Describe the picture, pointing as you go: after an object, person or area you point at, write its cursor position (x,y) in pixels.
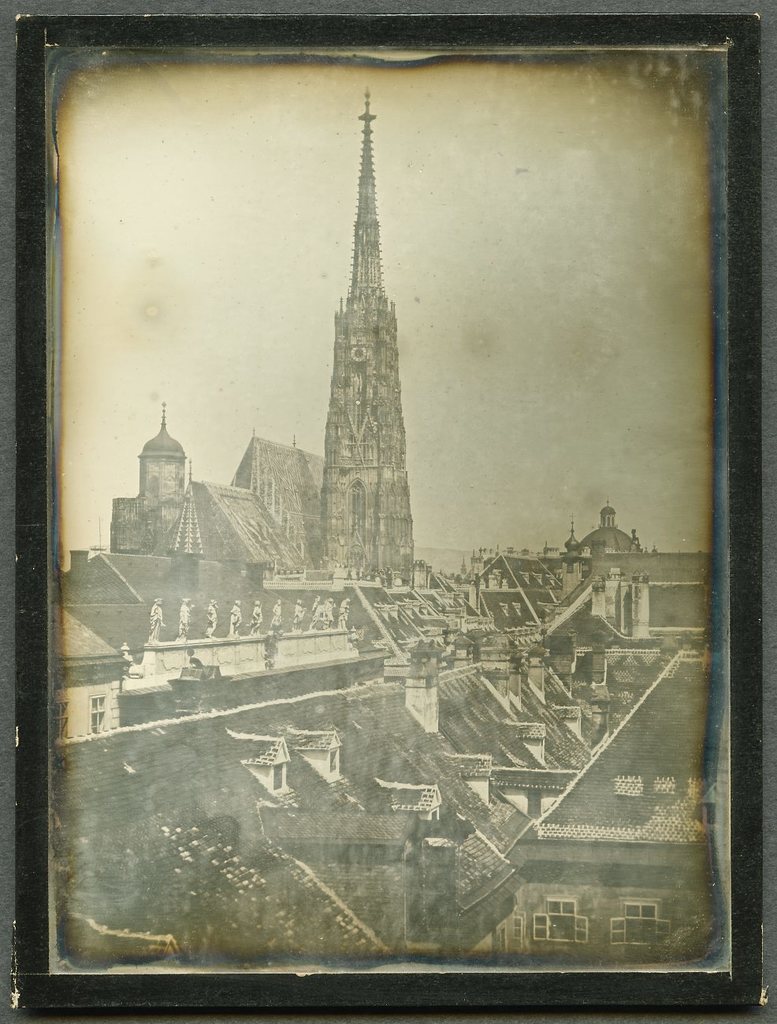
In this image we can see a photo frame (28,272). On that there are many buildings (363,683).
